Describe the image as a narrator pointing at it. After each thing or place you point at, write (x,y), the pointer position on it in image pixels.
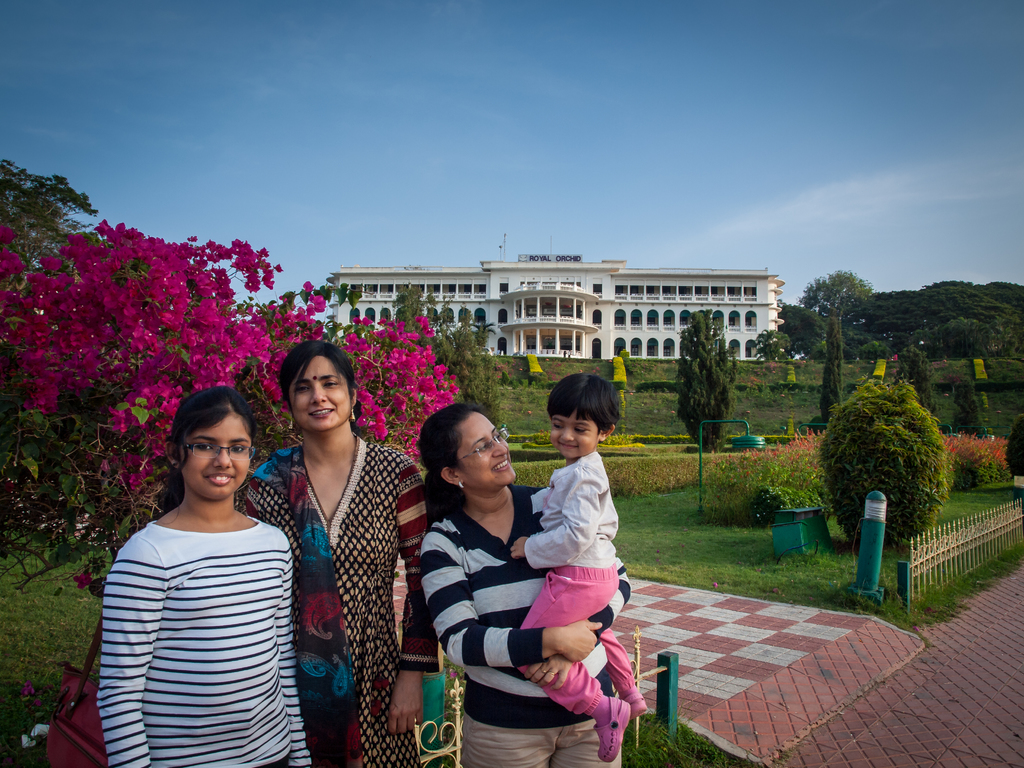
In this image we can see a group of people (473,572) standing. In that a woman (545,658) is carrying a child (573,614). On the backside (740,454) we can see a group of trees (698,385), plants (807,482) with flowers (791,476), pole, fence (960,551), a building (510,310) with windows (620,341) and the sky (571,148) which looks cloudy.
